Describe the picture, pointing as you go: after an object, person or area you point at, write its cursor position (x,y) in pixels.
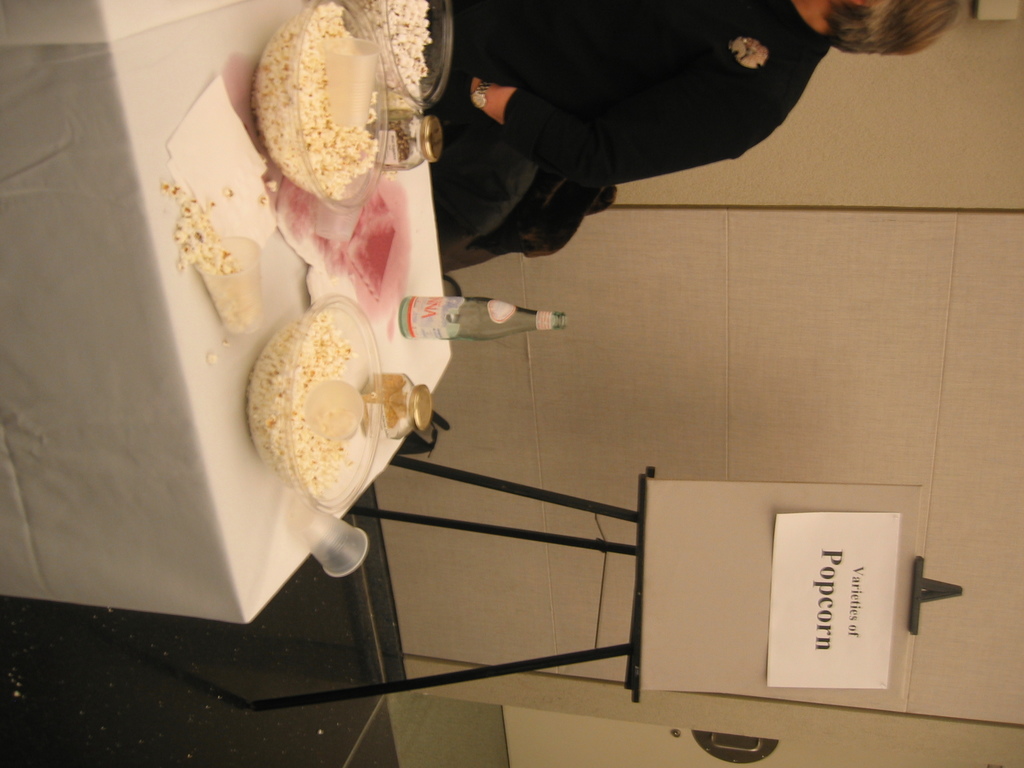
In the picture there is a table (432,247), on the table (298,274) we can see some bowls (394,21) with the food items (322,97), there are containers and there is a bottle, there is a person (685,151) standing near the table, there is a board (711,619) with the stand (630,671), on the board (717,600) we can see the poster (876,562) with the text (843,566) and there is a wall (790,379).
